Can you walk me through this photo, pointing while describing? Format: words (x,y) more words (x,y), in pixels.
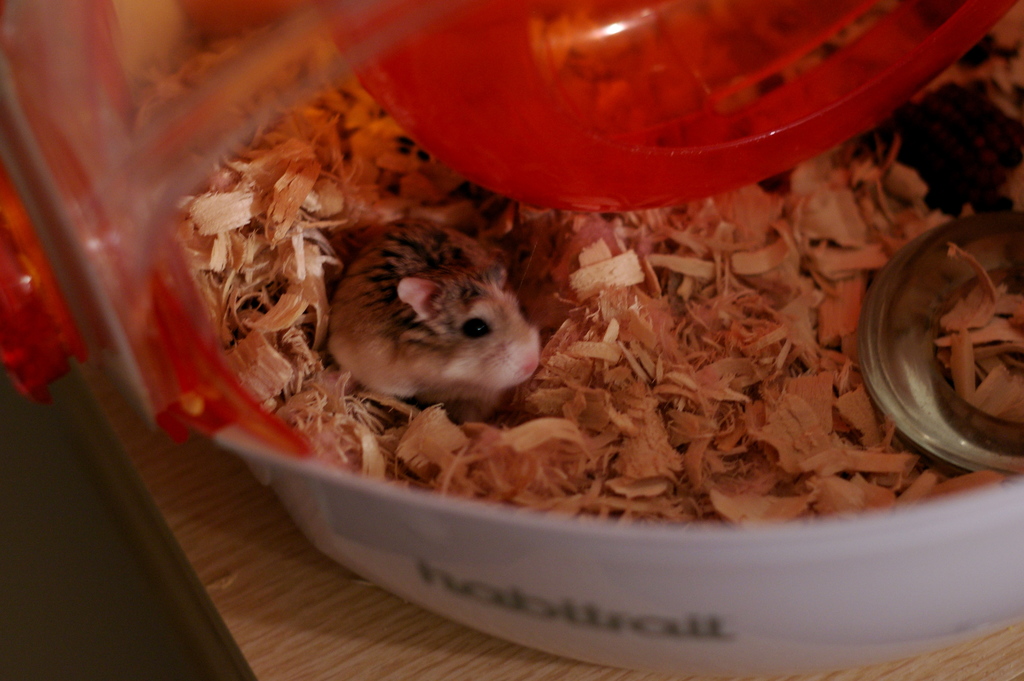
In this image we can see a hamster (499,312) placed in a bowl (439,463) containing some wood chips (737,318), metal plate (906,312) and a red cap (683,133) are placed on a table (277,576).
